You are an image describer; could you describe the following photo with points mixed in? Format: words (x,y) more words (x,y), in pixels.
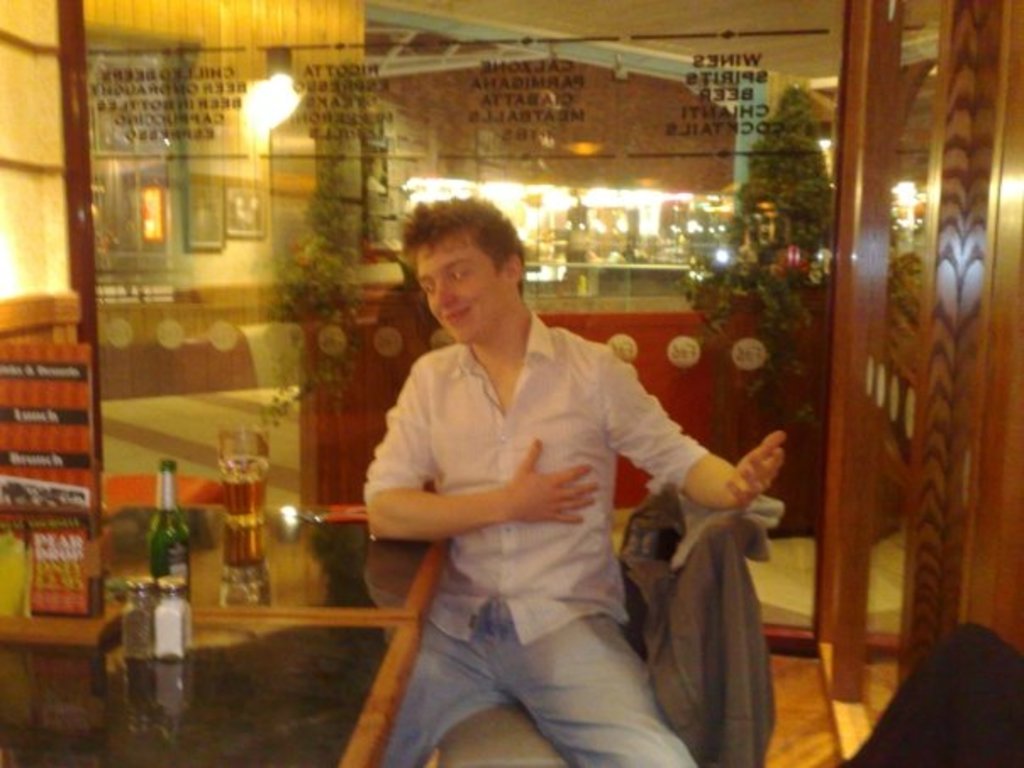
In this image there is a person (498,574) sitting on a chair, beside the person (499,539) on the table (256,642) there is a glass (244,586), bottle (155,555) and some other objects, behind the person (623,407) there is a glass wall (615,180), on the other side of the glass wall (741,253) there are Christmas trees (753,250), a lit area (661,254) and some objects (678,247) and there is some text (744,94) written on the glass (442,188).
